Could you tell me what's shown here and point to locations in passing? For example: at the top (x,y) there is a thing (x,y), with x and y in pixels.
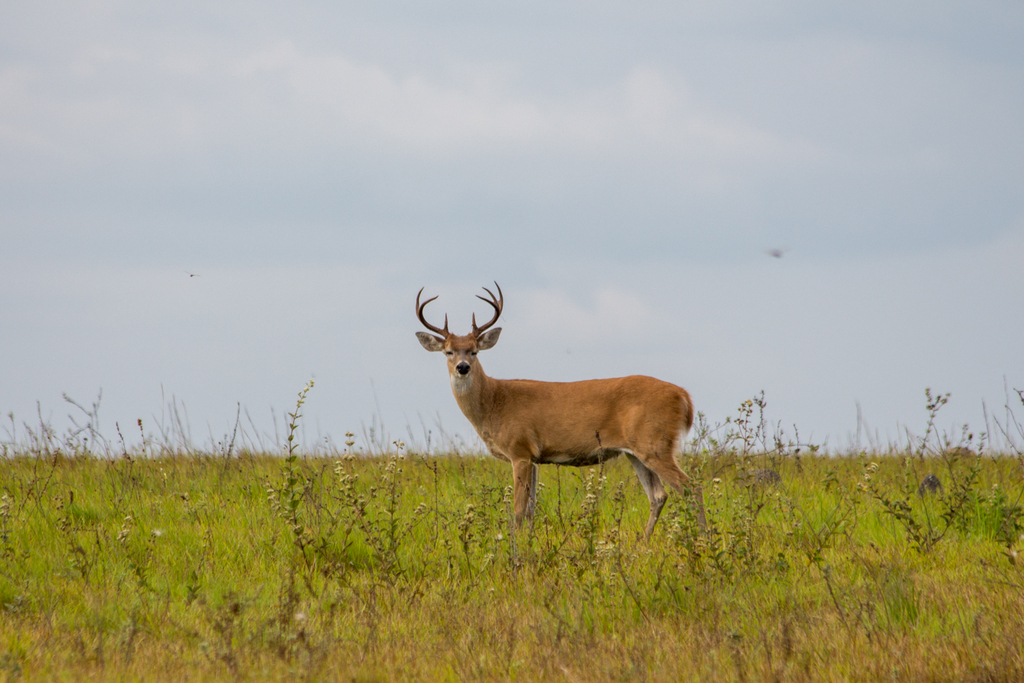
In this image we can see a deer (525,424) on the grass (498,551) and sky (638,260) in the background (459,223).
